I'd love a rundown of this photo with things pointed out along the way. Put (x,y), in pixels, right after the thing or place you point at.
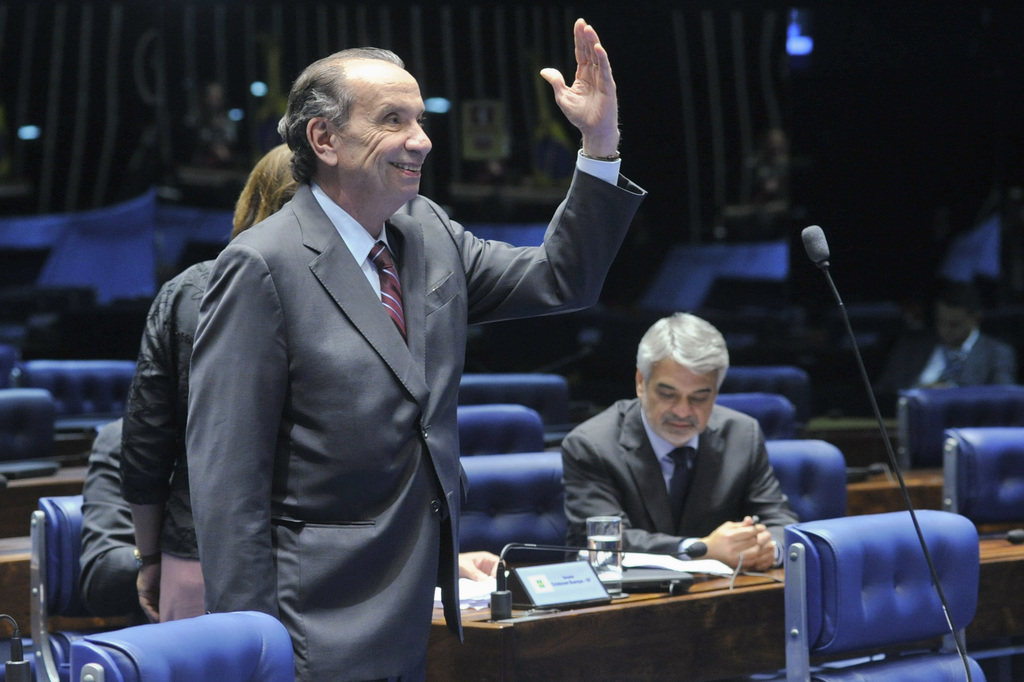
In front of the image there is a person (361,337) standing, behind him there is a woman (180,376), in the background of the image (788,439) there are a few people (769,547) sitting in chairs (754,399) and there are some empty chairs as well, on the tables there are some objects (646,558), in front of the person (442,344) there is a mic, in the background of the image (55,105) there are a few objects (473,144) and there is a design (474,125) on the wall (459,110).
